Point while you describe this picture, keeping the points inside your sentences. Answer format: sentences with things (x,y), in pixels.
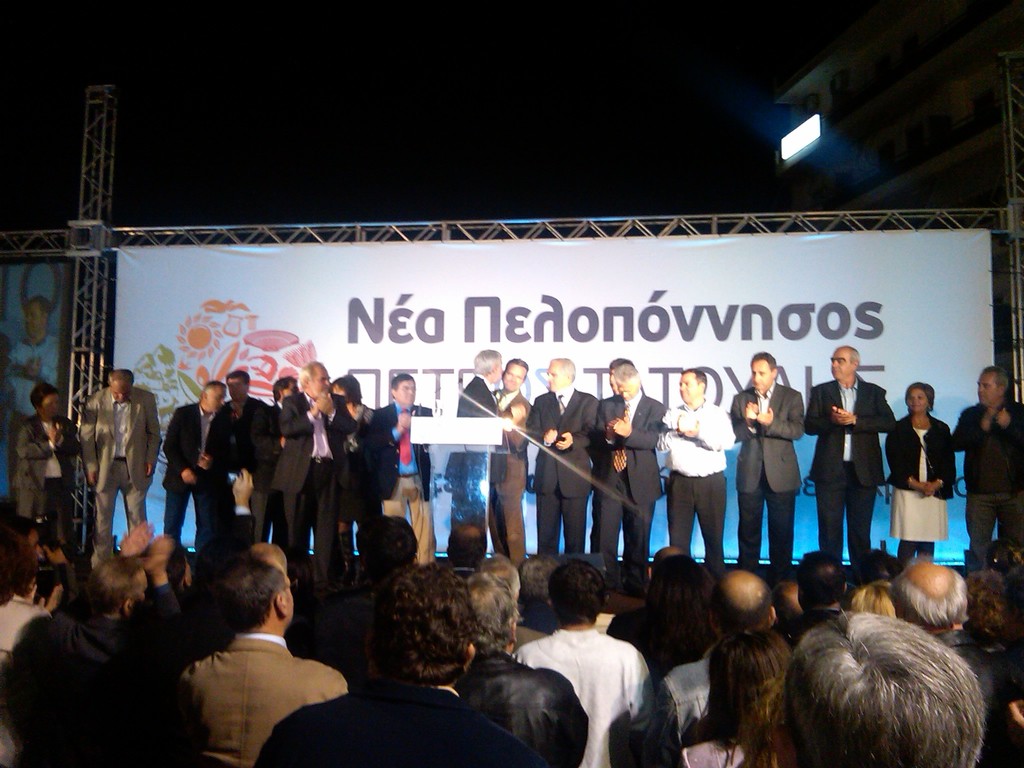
In this image we can see a group of people (547,492) standing on the stage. In that two men (514,491) are holding each other who are standing beside a speaker stand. We can also see a banner (784,359) with some text (382,367) on it, a building (868,112) and a light (813,127). On the bottom of the image (654,635) we can see a group of people (614,683). In that a person (123,750) is clapping his hands (134,553).
